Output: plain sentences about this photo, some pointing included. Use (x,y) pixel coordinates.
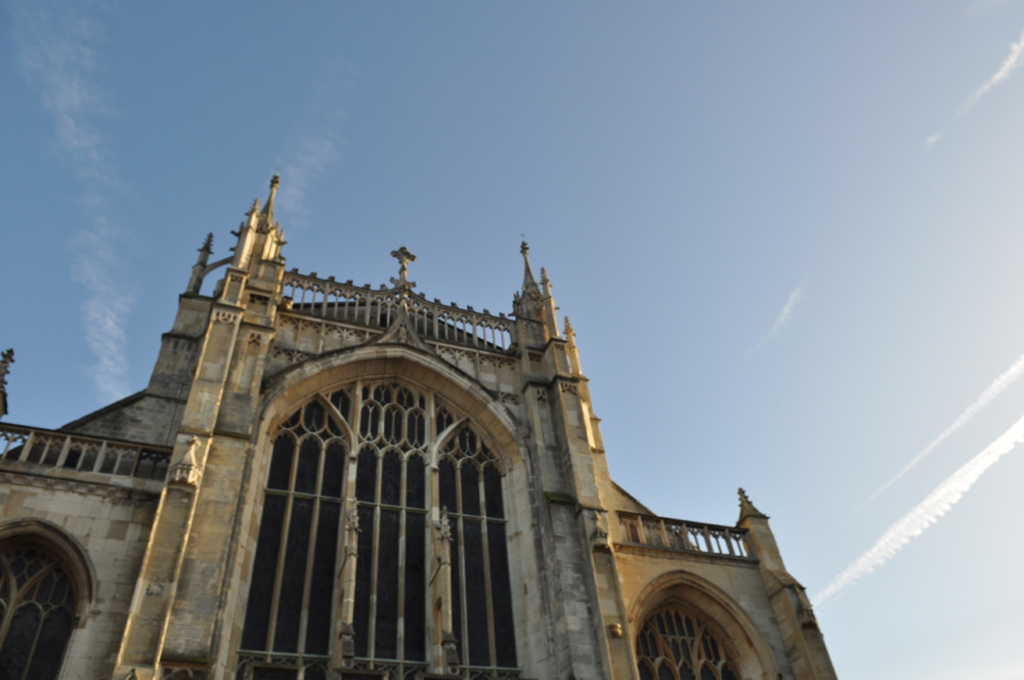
This looks like a church (447,512) with windows (406,604). These are the pillars (264,214). This is the sky (712,249).
